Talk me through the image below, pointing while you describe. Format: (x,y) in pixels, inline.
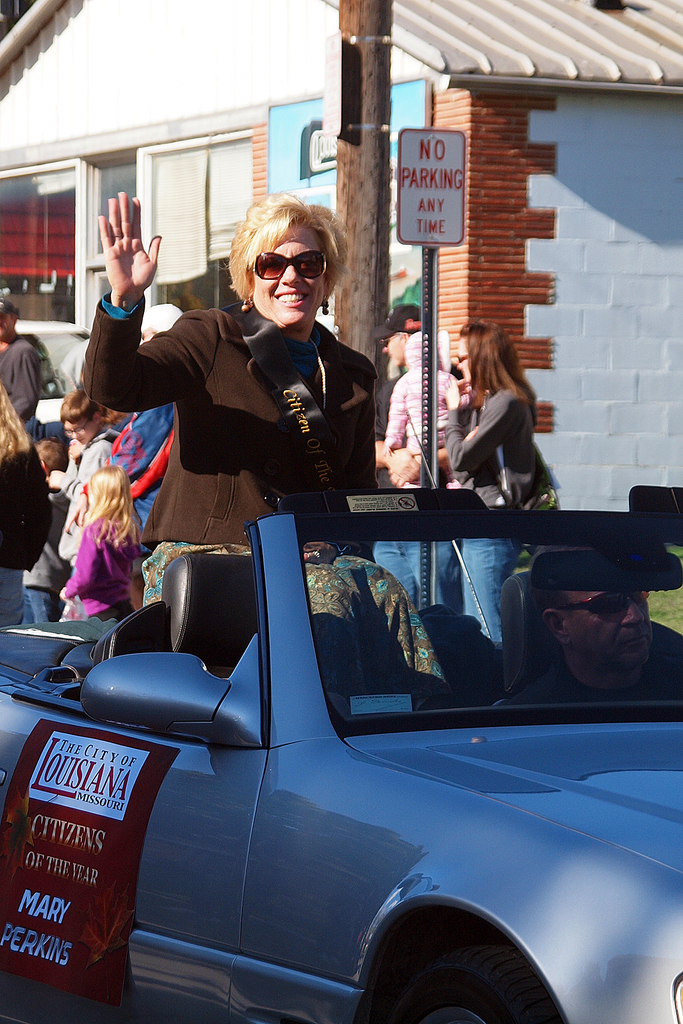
a person (319,376) is sitting on a car (271,542) wearing a brown suit (264,388) and sunglasses (277,274). in the front (616,608) a person (613,597) is riding the car (602,1003). behind them there are people (150,441) standing. at the center (368,351) there is no parking board (448,230) and a pole (360,192). behind that there is a building (562,176) which is white in color.
